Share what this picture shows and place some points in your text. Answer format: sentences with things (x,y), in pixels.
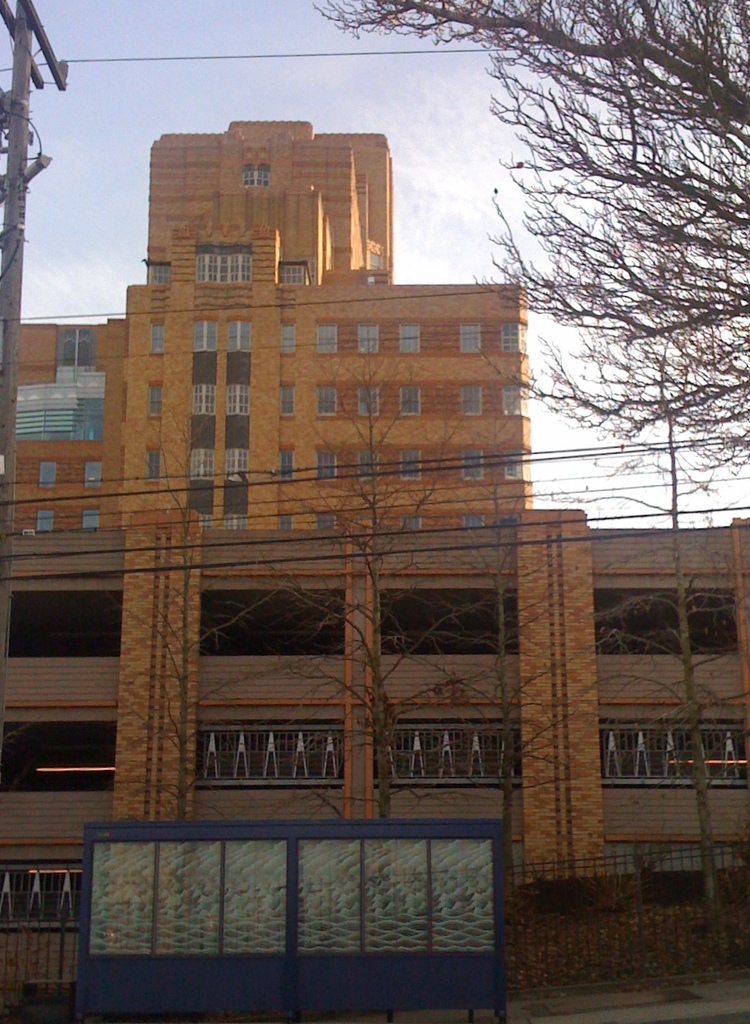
This picture is clicked outside. In the foreground (177,986) there is an object (337,928) placed on the ground (727,966). In the center (358,608) we can see the building (341,574), cables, pole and a tree (665,310) and the lights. In the background (460,162) we can see the sky (474,145).
